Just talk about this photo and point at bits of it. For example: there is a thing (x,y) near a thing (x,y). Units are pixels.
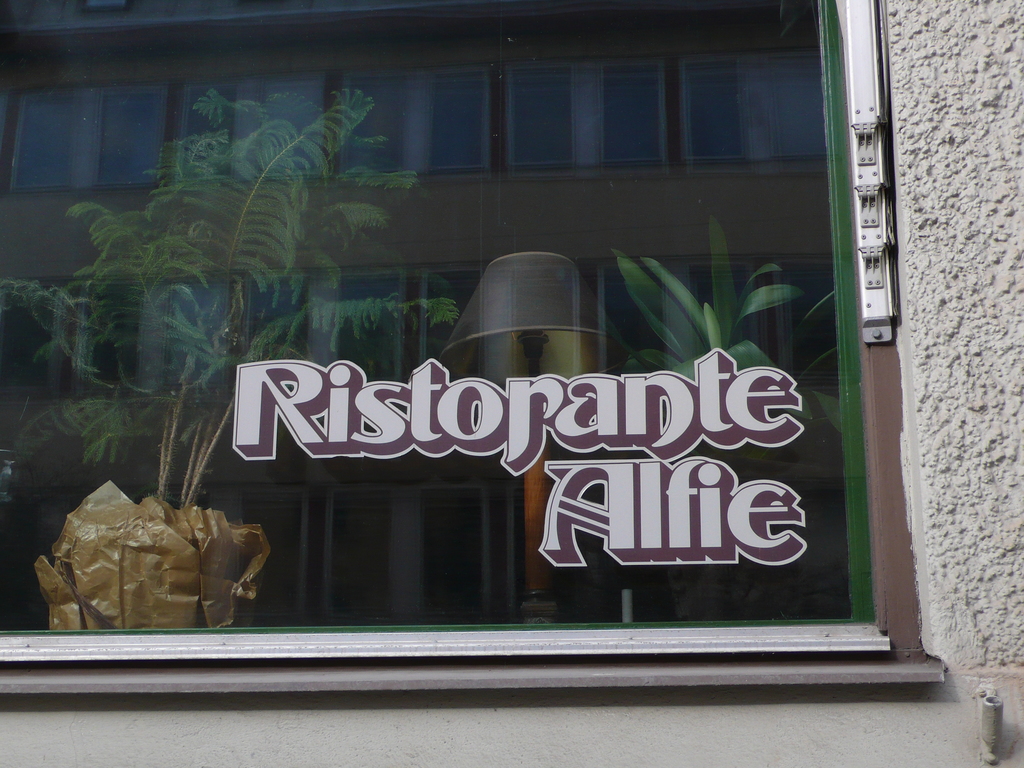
In the center of the image (454,291) we can see a glass window (730,489). On the glass window (324,596) we can see the text (717,391) and reflection (45,471) of the plants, pot (165,558), lamp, building (584,455) and windows (326,570). In the background of the image (939,420) we can see the wall (971,606).
